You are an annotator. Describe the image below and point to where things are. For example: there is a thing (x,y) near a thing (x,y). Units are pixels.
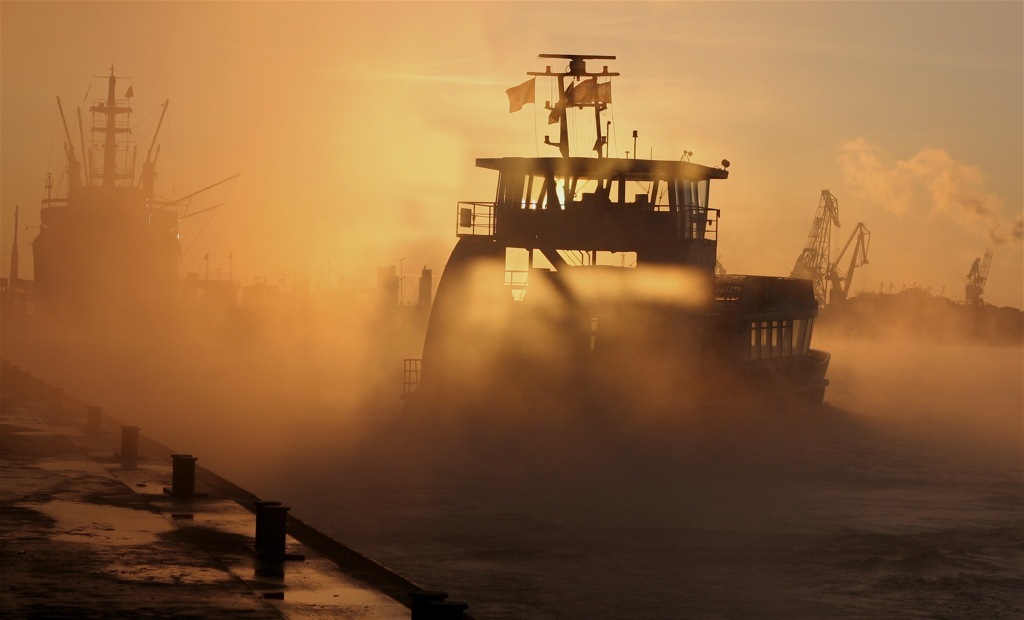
In this image we can see a few ships (642,207) on the water (71,386), there are some flags (582,99) and cranes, in the background (665,116) we can see the sky (643,137) with clouds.
